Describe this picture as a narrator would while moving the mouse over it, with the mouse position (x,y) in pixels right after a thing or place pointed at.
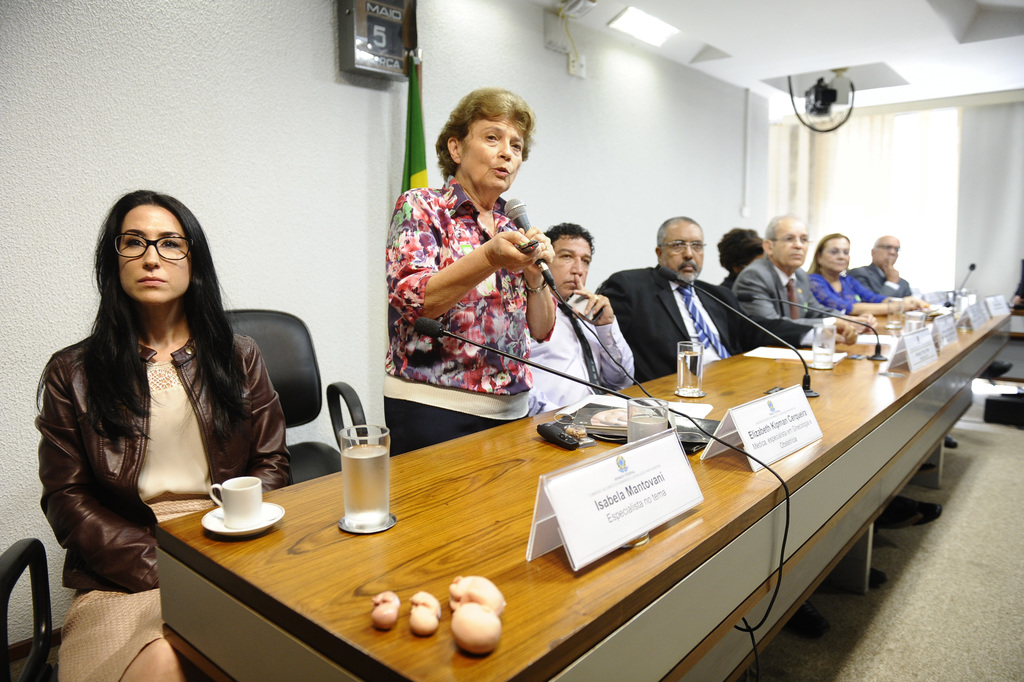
As we can see in the image, there are few people (548,392) sitting on chairs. In front of these people (787,261) there is a table (713,392). On table (707,466) there is a poster (601,492), glass (362,500), cup (252,511), saucer (264,522). papers (788,351) and the women (487,358) who is standing here is speaking on mike (521,206) and behind them there is a wall (603,154). The wall (660,143) is in white color.
